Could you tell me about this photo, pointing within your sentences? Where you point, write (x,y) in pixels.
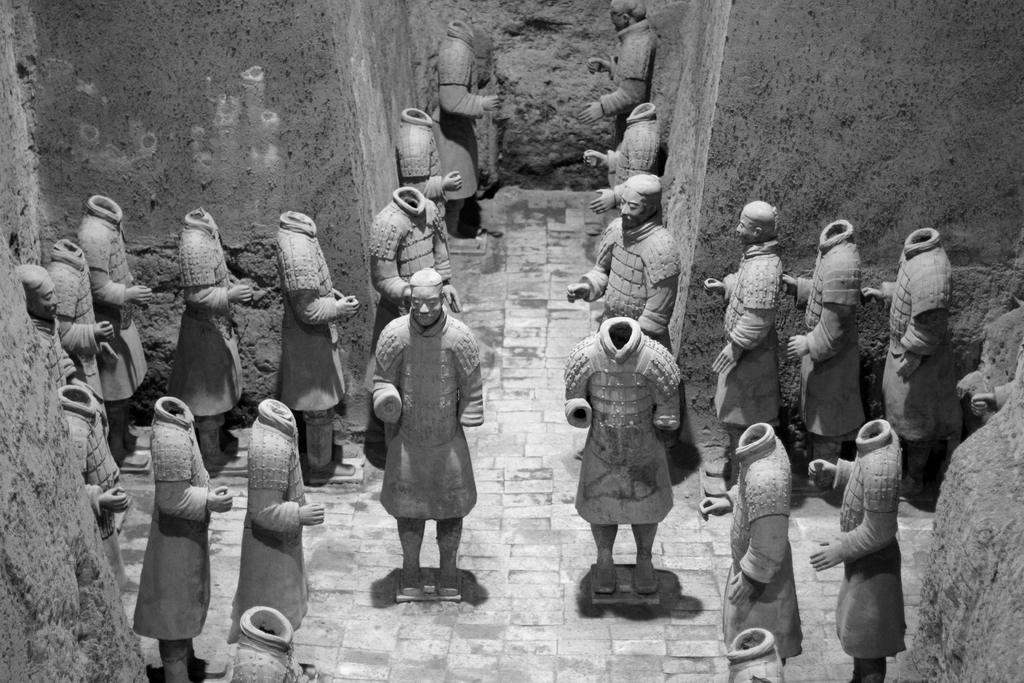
In which there are so many sculptures (578,352) in the room (678,338), where some have heads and some are head less.
